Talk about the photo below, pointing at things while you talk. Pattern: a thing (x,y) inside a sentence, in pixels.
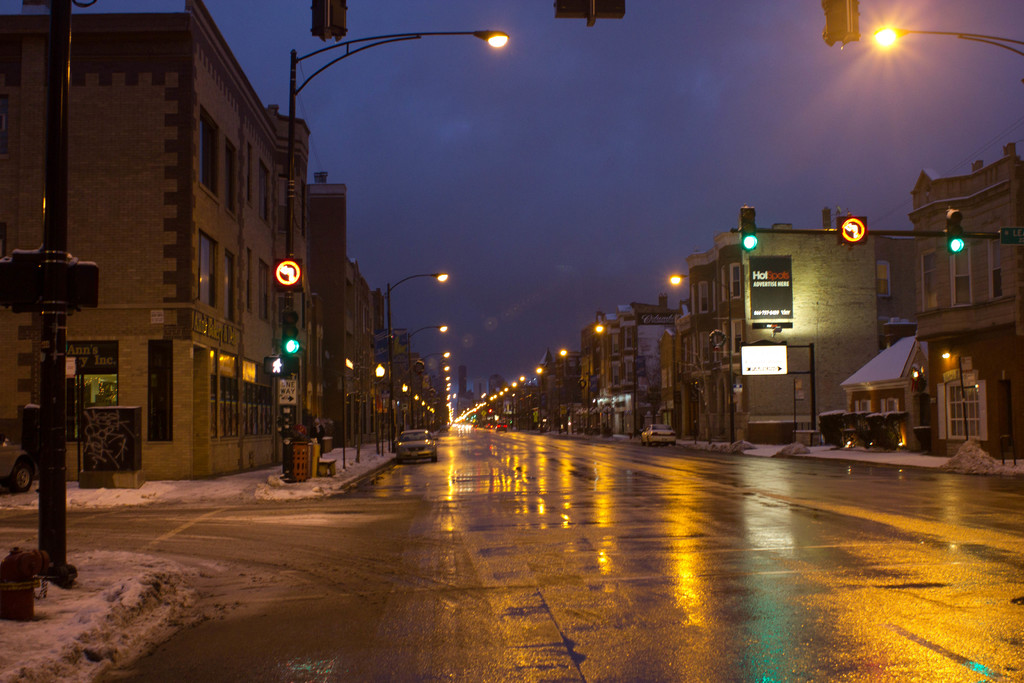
In this picture we can see a few vehicles (425,445) on the road (454,545). There are street lights (504,389), traffic signals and a few buildings (791,361) in the background (621,356).
